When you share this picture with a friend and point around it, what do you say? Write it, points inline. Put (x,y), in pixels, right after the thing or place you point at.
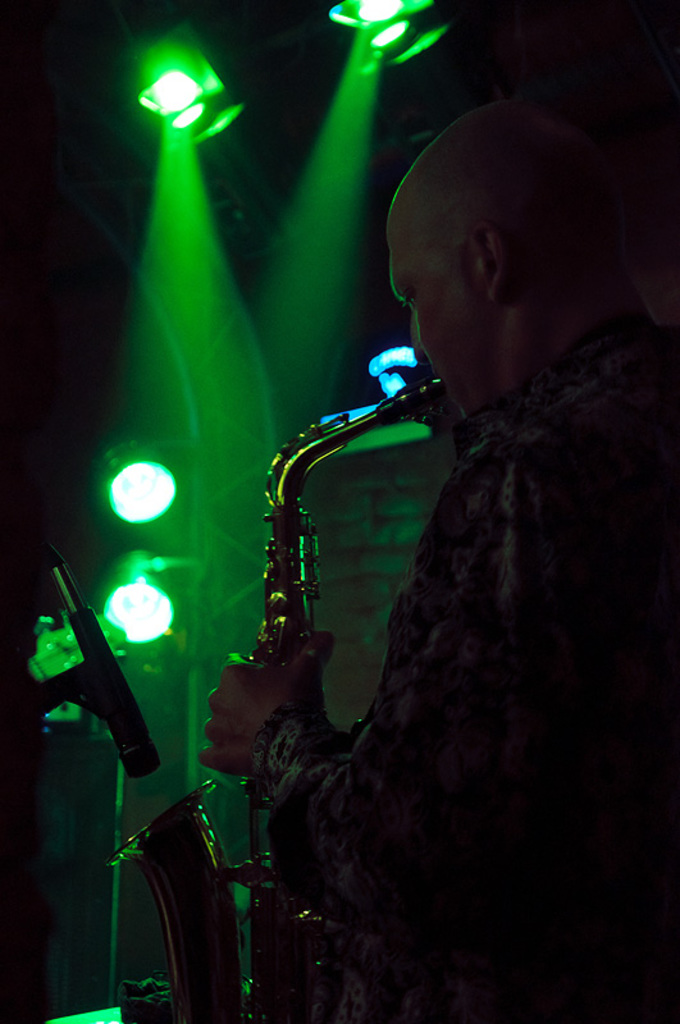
In this image we can see a person (316,868) playing the saxophone (288,635). We can also see the mike (95,667). In the background (152,90) there are lights (188,79).
